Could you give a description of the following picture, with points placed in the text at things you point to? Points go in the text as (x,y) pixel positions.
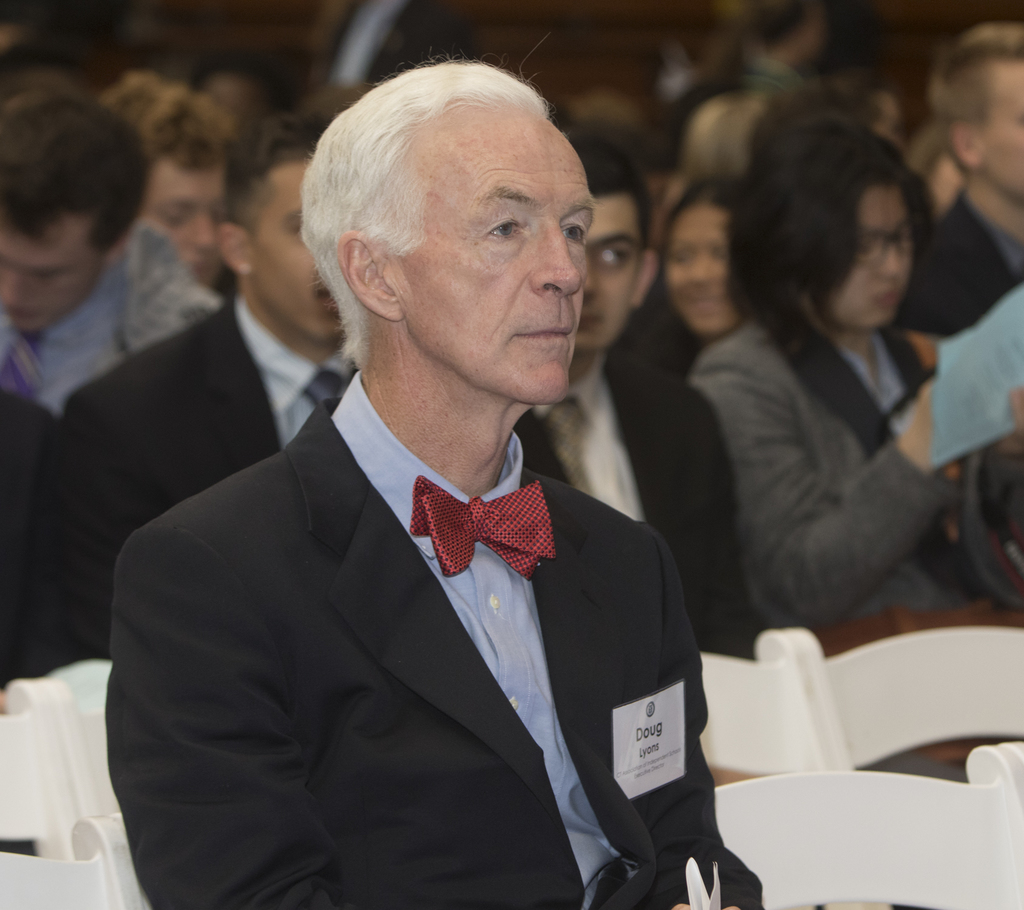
In this image we can see an old man (566,692) wearing blazer (478,716), shirt (414,478) and bow (526,508) is sitting on the chair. The background of the image (975,49) is slightly blurred, where we can see a few more people (99,144) sitting on the chairs (30,772).
